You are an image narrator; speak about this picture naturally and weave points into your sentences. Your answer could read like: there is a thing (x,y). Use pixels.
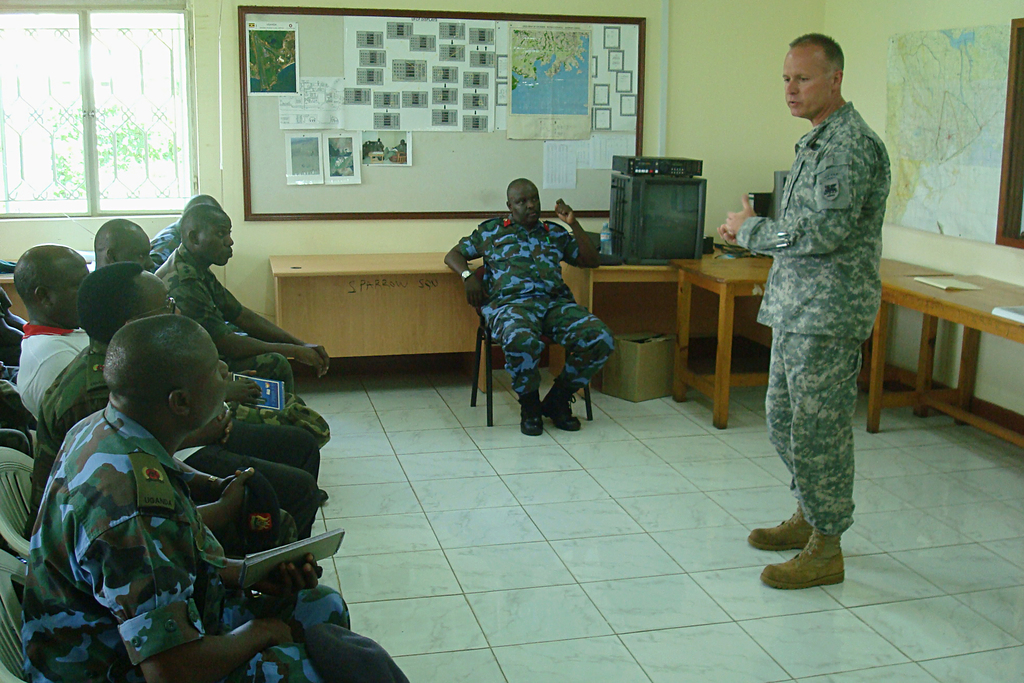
This picture shows a group of people (260,360) seated on the chairs (487,349) and we see a man (806,557) standing and speaking and we see a notice board (540,143) and couple of tables (728,287) and a map (995,109) on the wall (947,257).
